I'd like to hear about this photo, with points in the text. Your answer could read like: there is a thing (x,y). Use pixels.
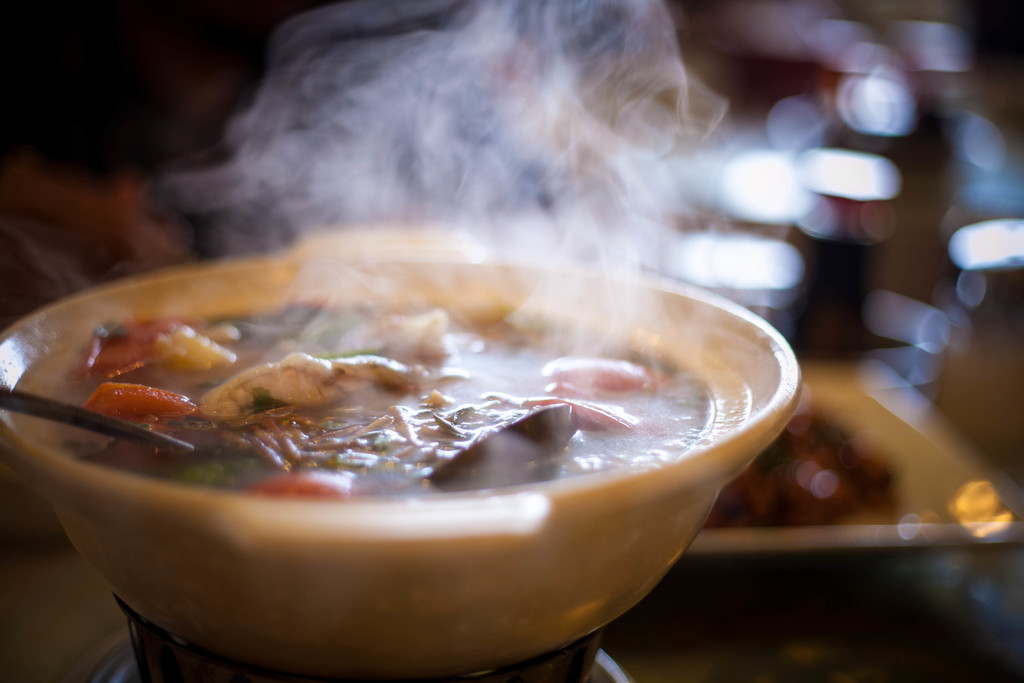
In this image in the front (291,393) there is food (341,391) in the bowl (374,424) and there is a spoon (129,425) and the background (858,202) is blurry.
